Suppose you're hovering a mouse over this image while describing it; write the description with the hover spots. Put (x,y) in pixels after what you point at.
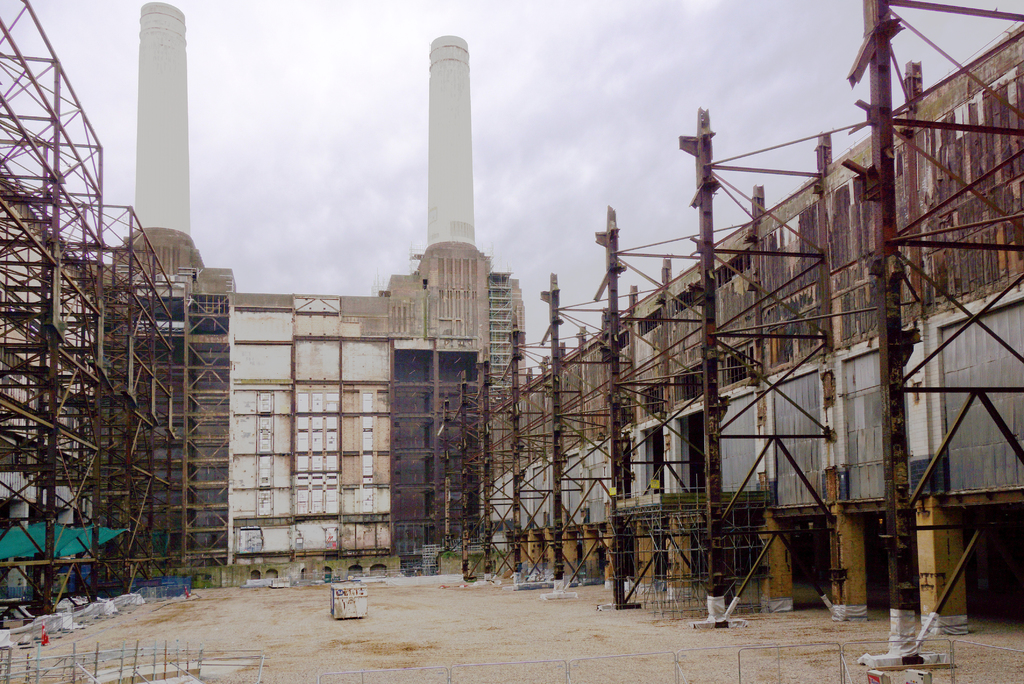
In the center of the image (365,373) there is a building (429,304). On the right (899,245) we can see poles (888,405). On the left (88,434) there are railings (87,449). In the background (322,106) there is sky (601,75).
